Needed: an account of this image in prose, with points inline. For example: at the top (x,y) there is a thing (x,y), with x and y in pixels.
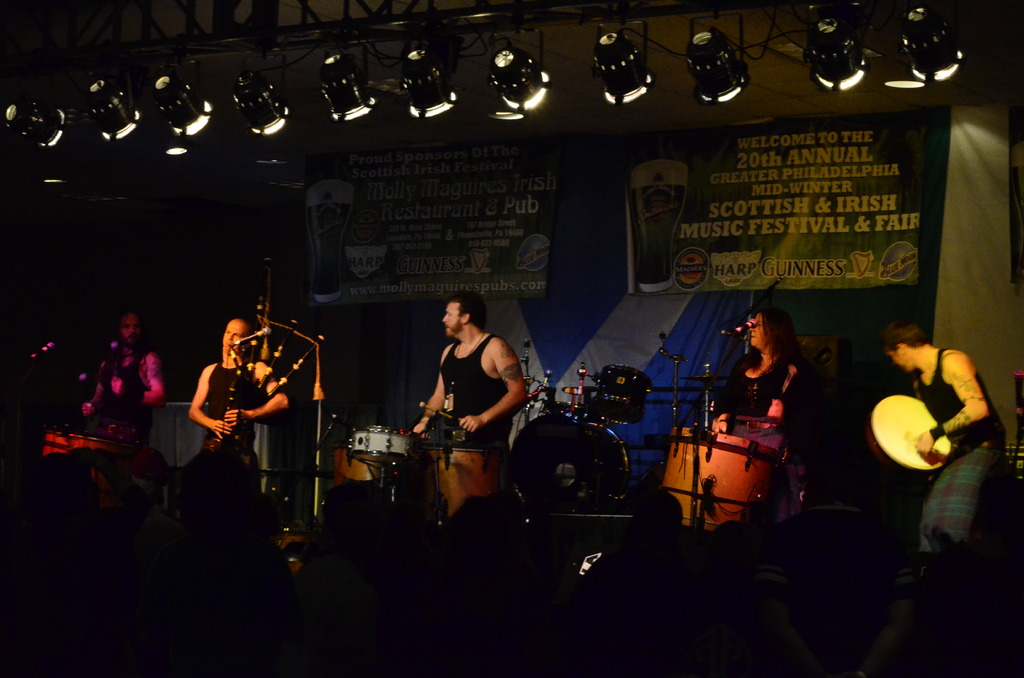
In this image I can see on the left side (253,413) a man (266,407) is playing the bagpipes (255,383). In the middle (475,367) a man (492,407) is beating the drums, at the top (644,134) there are banners (659,274) on this stage (576,283) and there are lights (949,77).
